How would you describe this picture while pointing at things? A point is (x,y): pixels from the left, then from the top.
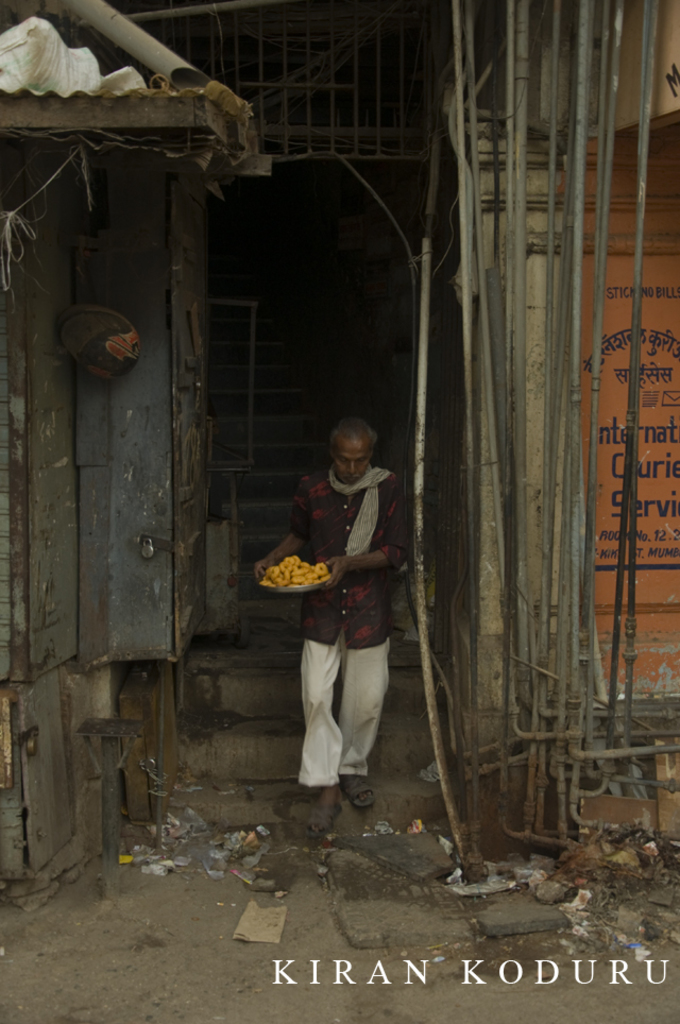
In this picture we can see a man (313,605) is holding a plate (292,590) and walking on the path (659,964). Behind the man (302,546) there are steps (263,499), wall (533,399), pipes (503,396) and other things (235,475). On the image there is a watermark (361,978).
